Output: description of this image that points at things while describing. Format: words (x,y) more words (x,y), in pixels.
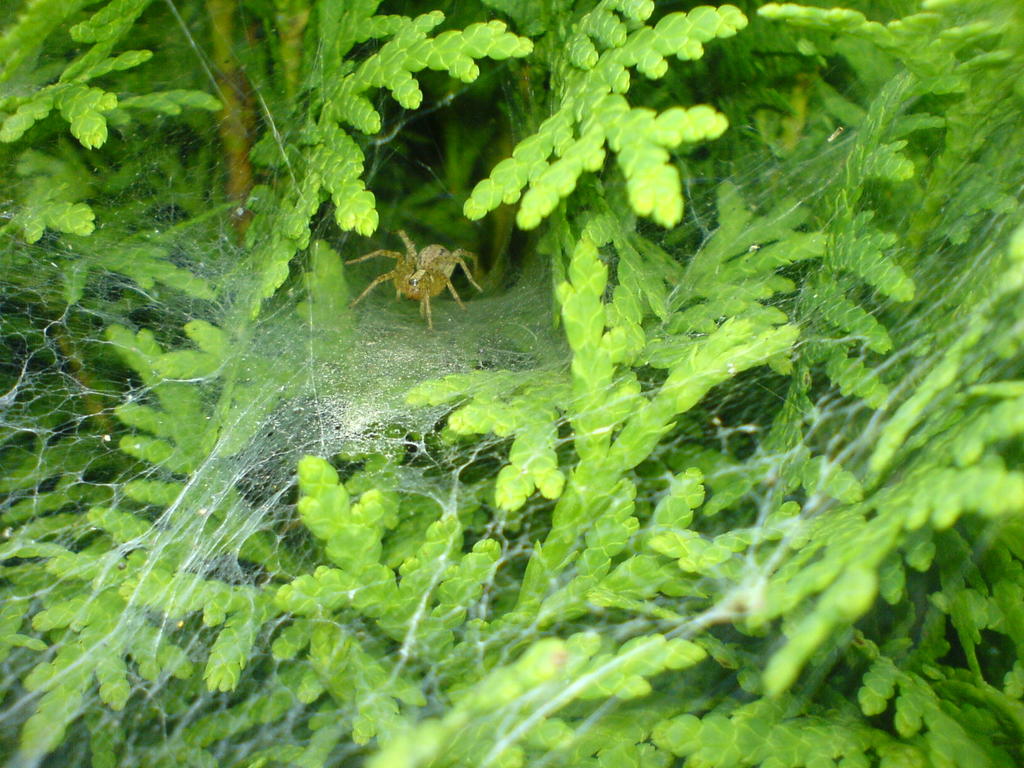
This picture shows a tree (159,391) and we see a spider (473,258) in the spider web (405,396) on the Leaves (112,684).
